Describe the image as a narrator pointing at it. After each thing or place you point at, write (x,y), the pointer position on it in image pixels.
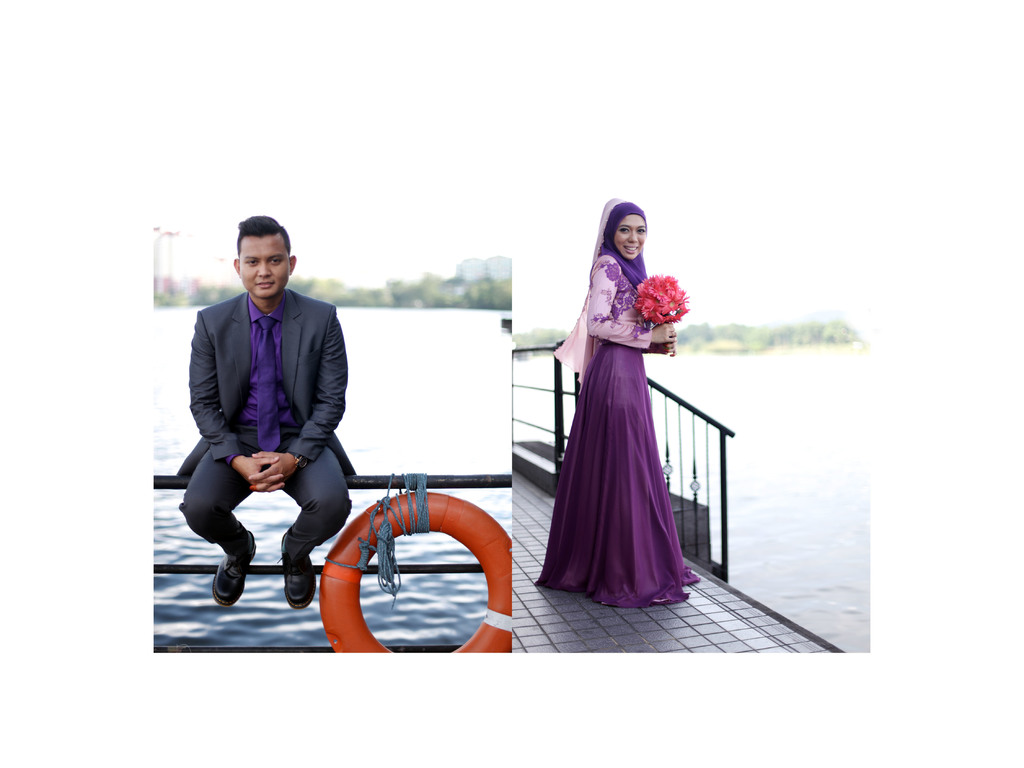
The picture is a collage. On the right (787,494) there is a woman (615,412) standing, holding a bouquet (682,307) near a water body (688,457). In the background (716,332) there are trees (703,344). On the left (254,384) there is a person (260,478) sitting on railing (397,476). In the background (398,437) there are trees (454,295) and a water body (424,380).
